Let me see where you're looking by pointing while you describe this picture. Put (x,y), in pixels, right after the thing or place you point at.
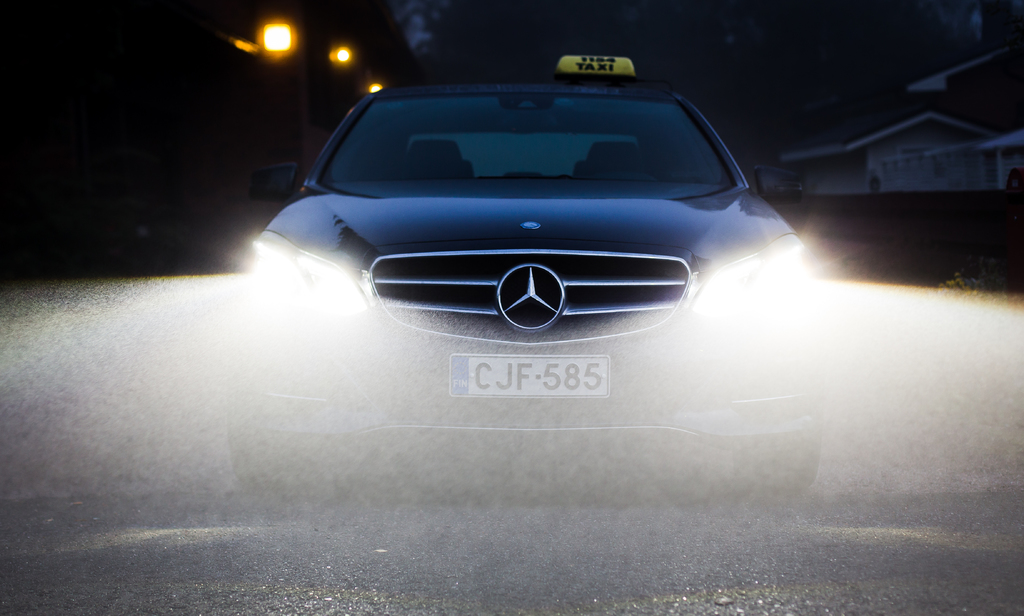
As we can see in the image there is a blue color car (506,254) and lights (331,53). The number plate (490,381) of this car (490,387) is CJF-585 and the image is little dark.
